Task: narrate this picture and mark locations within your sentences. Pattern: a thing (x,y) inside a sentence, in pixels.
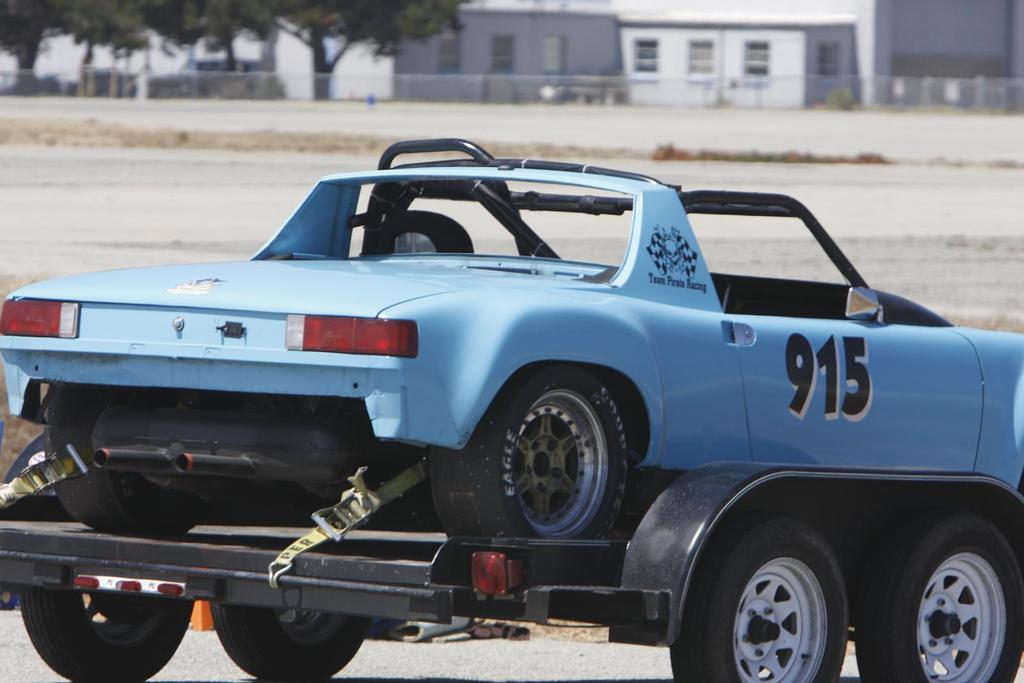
In this picture I can see the car (480,339) on the vehicle (927,637). I can see the ground (384,120). I can see the buildings (741,91) in the background (507,64). I can see trees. I can see the metal grill fence (156,79).
